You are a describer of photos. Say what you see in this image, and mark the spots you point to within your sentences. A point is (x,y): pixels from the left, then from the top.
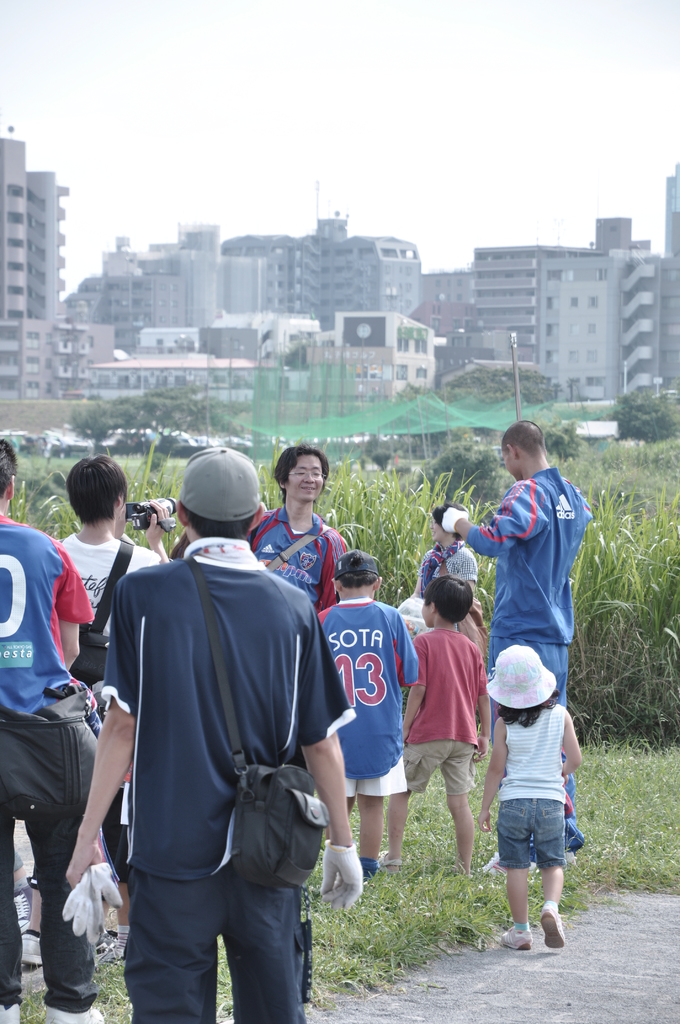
This is the picture of a city (558,288). In this image there are group of people (428,632) standing. The person (115,561) with white t-shirt (109,573) is standing and holding the camera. At the back (612,356) there are buildings (636,292) and trees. At the top (350,162) there is sky (431,184). At the bottom (440,945) there is grass (440,899).
